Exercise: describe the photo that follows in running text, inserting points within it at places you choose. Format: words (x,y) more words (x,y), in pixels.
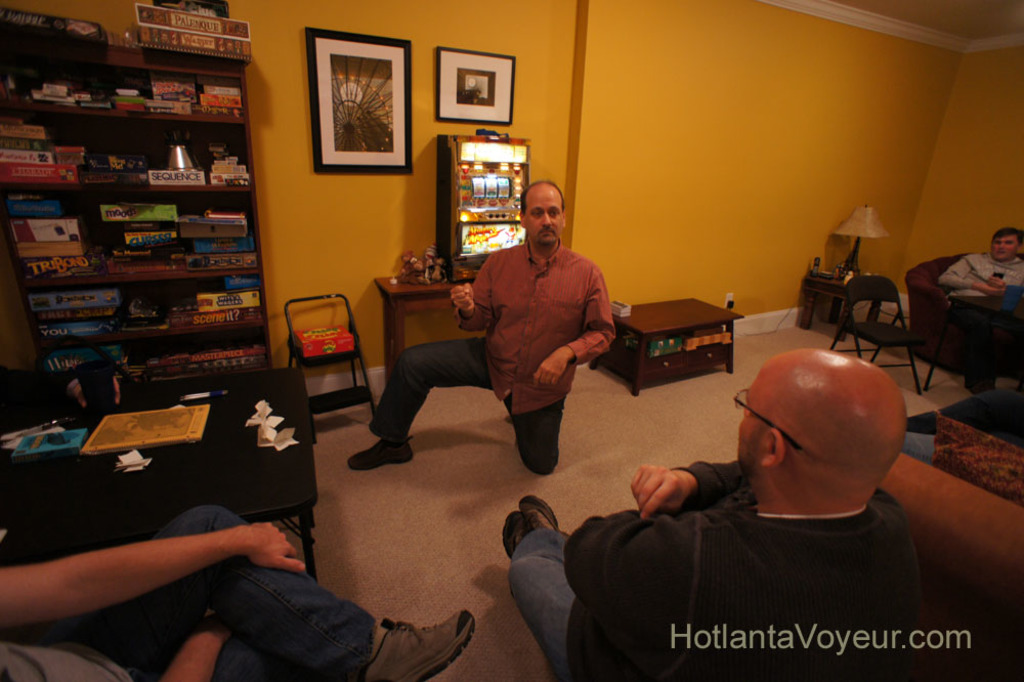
In the image we can see there are people (837,457) who are sitting on chair (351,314) and there is a shelf (139,342) in which there are board games (166,45) kept.
